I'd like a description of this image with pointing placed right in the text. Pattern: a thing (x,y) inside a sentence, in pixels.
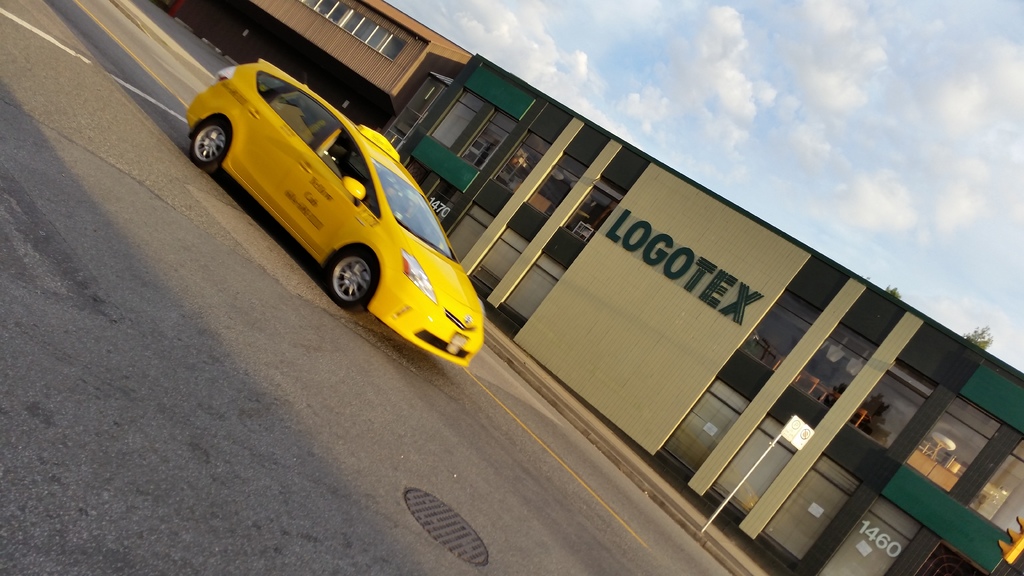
In this picture there is a car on the road (483,434). At the back (698,273) there are buildings (698,273) and there is a text (698,273) on the building (625,243) and there is a tree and there are poles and there are tables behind the glass wall (885,398). At the top (786,176) there is sky (769,113) and there are clouds (882,98). At the bottom (268,447) there is a road (259,448) and there is a manhole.
